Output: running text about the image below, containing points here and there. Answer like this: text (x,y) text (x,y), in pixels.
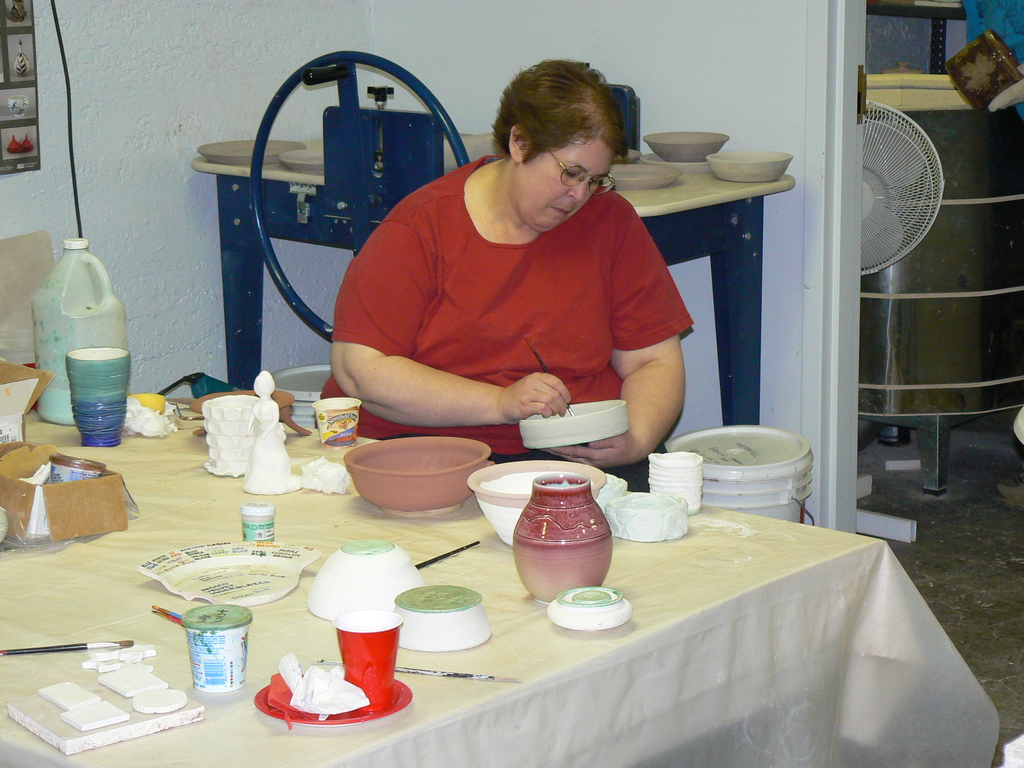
Here we can see a woman (551,247) is sitting on the chair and holding a brush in her hands (550,388), and in front (399,520) here is the table (314,531) and bowls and some objects (270,460) on it, and here is the wall (189,97).
